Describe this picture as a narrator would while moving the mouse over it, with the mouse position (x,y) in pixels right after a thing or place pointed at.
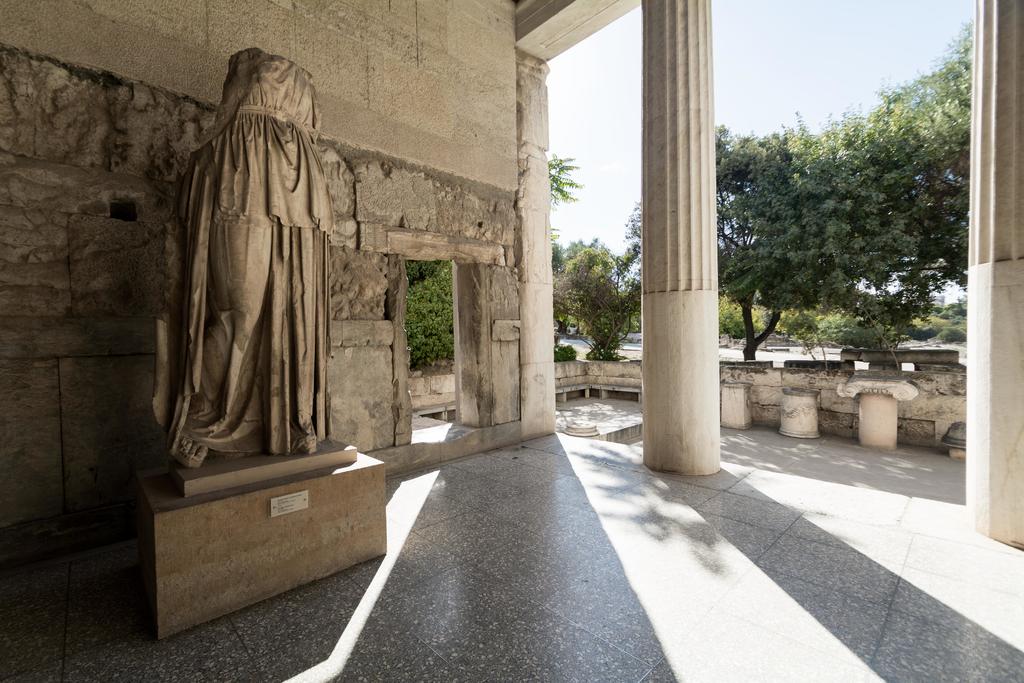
In this image there is a building (36,401), pillars (682,358), trees (848,229), and in the background (607,103) there is sky (608,90).
